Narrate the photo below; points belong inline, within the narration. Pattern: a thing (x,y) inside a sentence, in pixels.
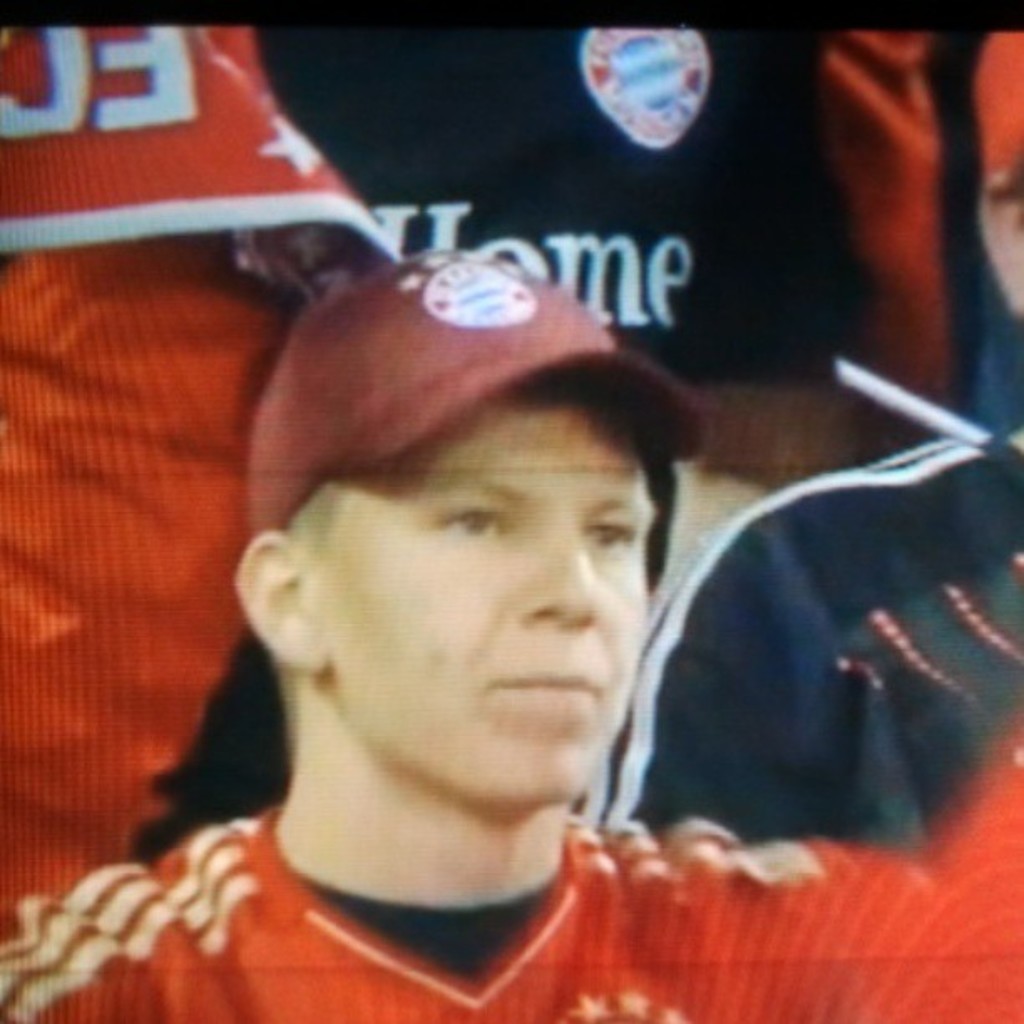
In this image we can see some people (129,572) and one man (453,546) with red color T-shirt (782,926) wearing cap (467,374).
